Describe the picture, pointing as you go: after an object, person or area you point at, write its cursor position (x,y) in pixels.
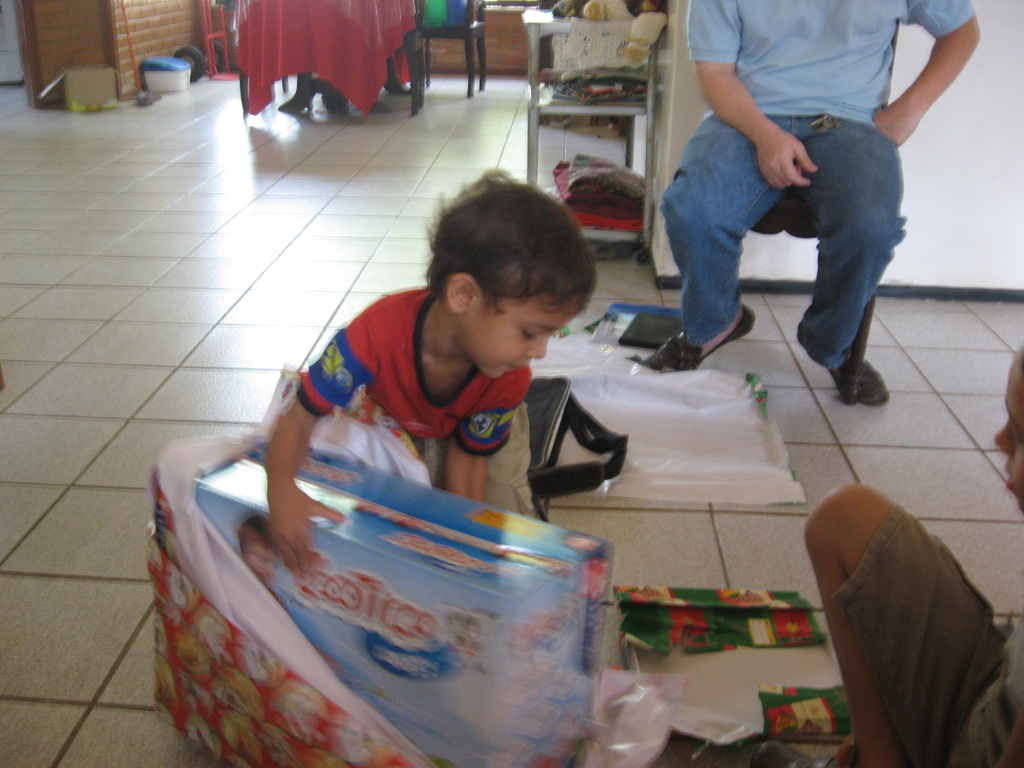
At the bottom of the image (639,521) I can see tiles (277,331). In the middle of the image (484,444) I can see one child (508,421) and toys (472,622). In the background (368,6), I can see some other objects (359,95).
